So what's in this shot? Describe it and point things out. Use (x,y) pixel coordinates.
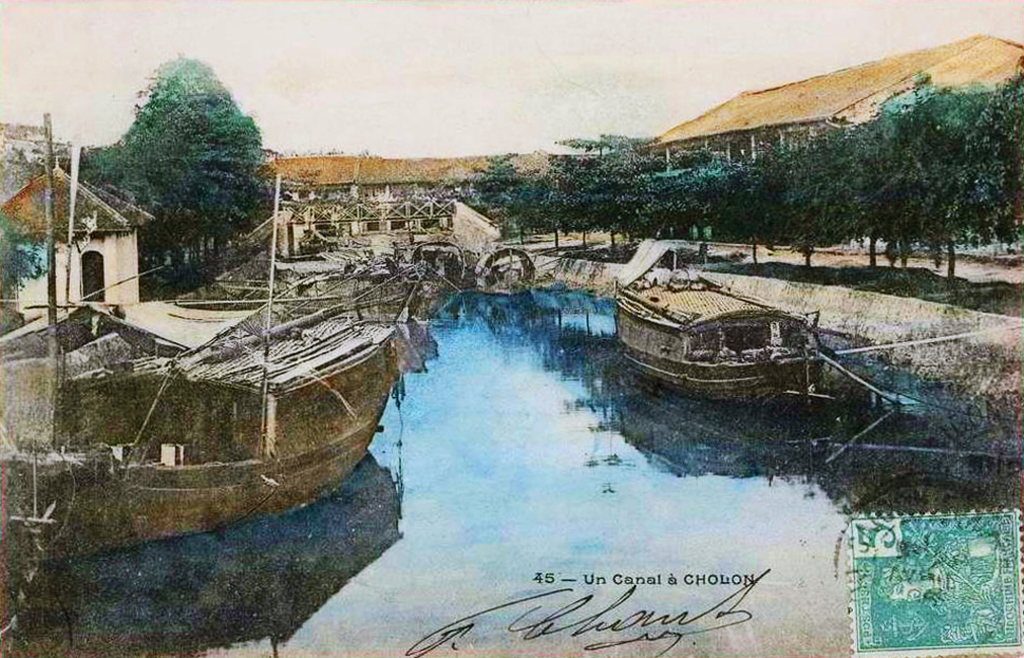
This image consists of a poster (513,397). In which we can see the boats (349,405) in the water (587,536). On the right (851,588), there is a stamp (901,563). In the background (379,192), there are trees (671,172) along with the houses (829,103). At the top (330,60), there is sky (311,70).
